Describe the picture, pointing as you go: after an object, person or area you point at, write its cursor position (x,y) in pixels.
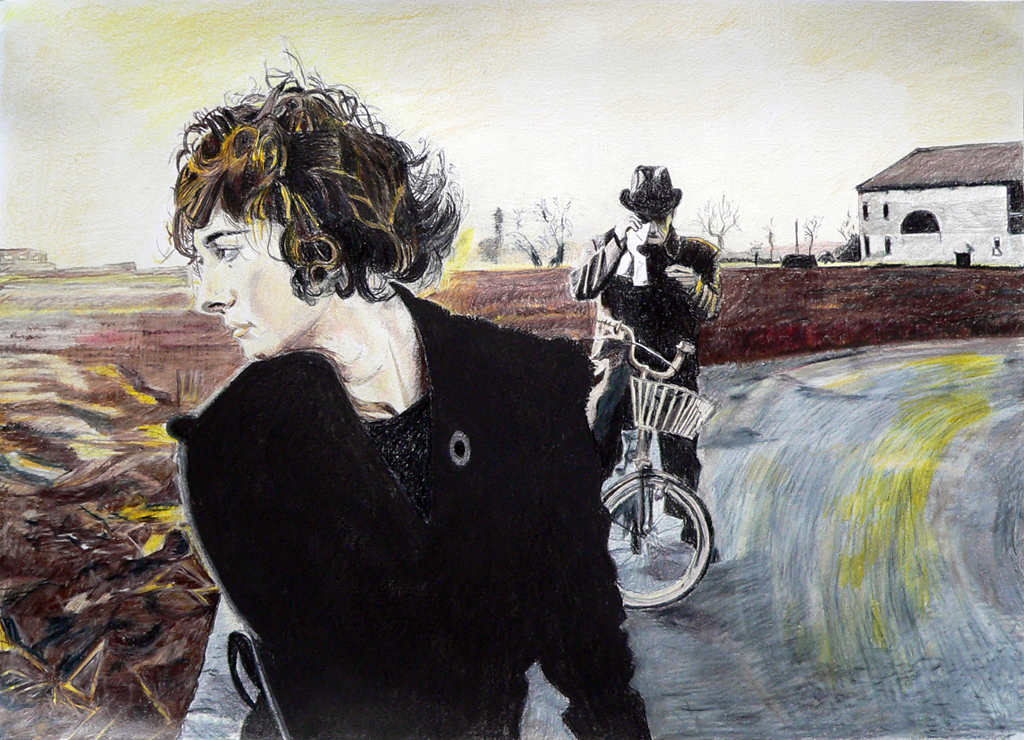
This is a painting. In this painting, we can see there is a person (193,527) in a black color jacket (296,498), watching something. Behind this person (366,539), there is a person (637,284) in a suit (668,280), sitting on a seat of a bicycle (642,439), which is on the road (728,637). In the background (706,332), there are plants (556,295), buildings (922,230), trees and there are clouds (898,56) in the sky (896,86).
